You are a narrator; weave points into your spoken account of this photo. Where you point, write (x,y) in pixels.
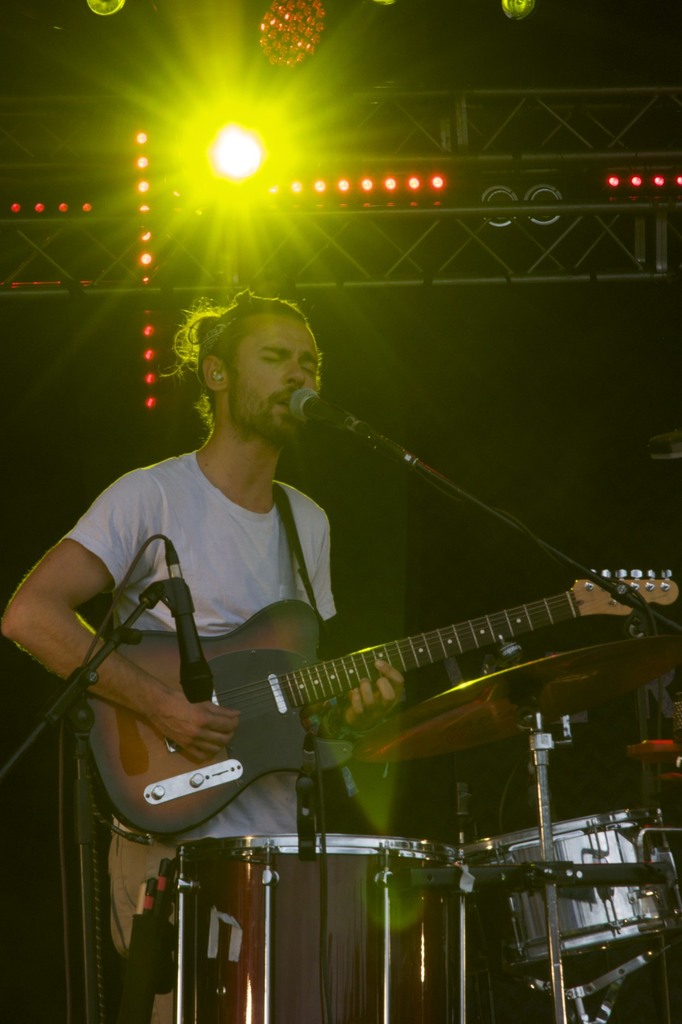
In this picture there is a man (204,524) singing in front of the mic (314,417) holding a guitar (284,687) in his hand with the drums (416,920) in front of him and a mic (189,660) at the left side (109,639). In the background (211,264) there is a focus light (253,150) and a black colour sheet (525,250).
